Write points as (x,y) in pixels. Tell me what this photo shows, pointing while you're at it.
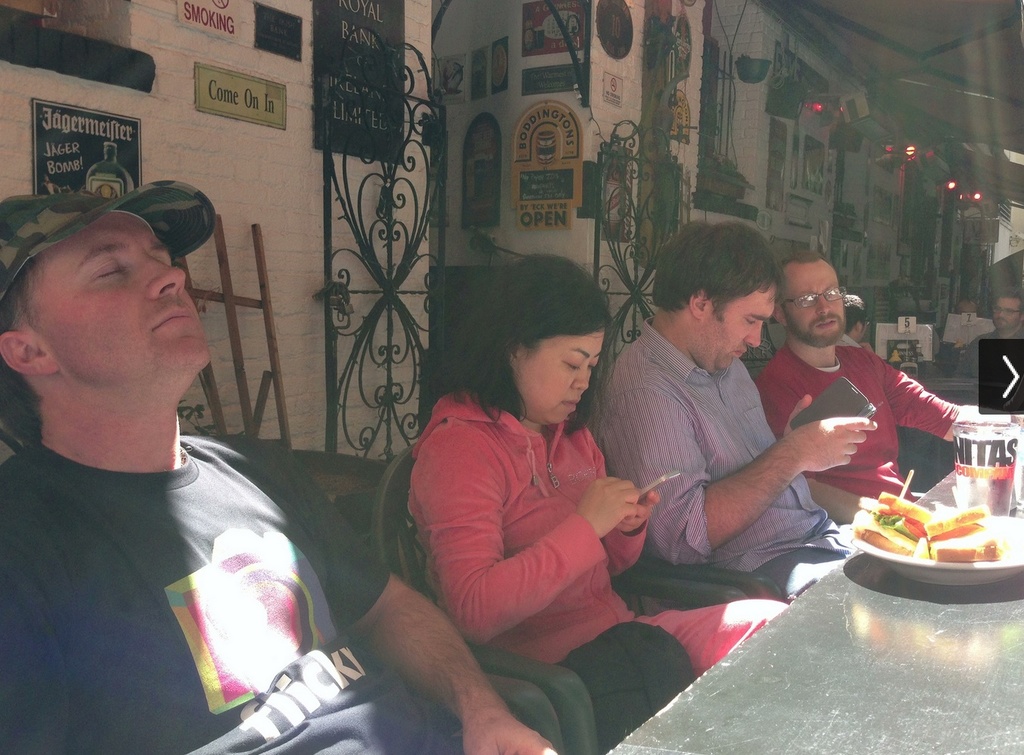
In this picture we can see three men (68,512) and one woman (582,458) sitting on chairs (493,664) and in front of them on table (749,640) we have plate (1002,563) with some food item (944,555), glass (971,459) and in the background (674,59) we can see wall (206,125), banners (356,105), gate (389,229), sticks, lights (910,160) and some persons (859,310).
